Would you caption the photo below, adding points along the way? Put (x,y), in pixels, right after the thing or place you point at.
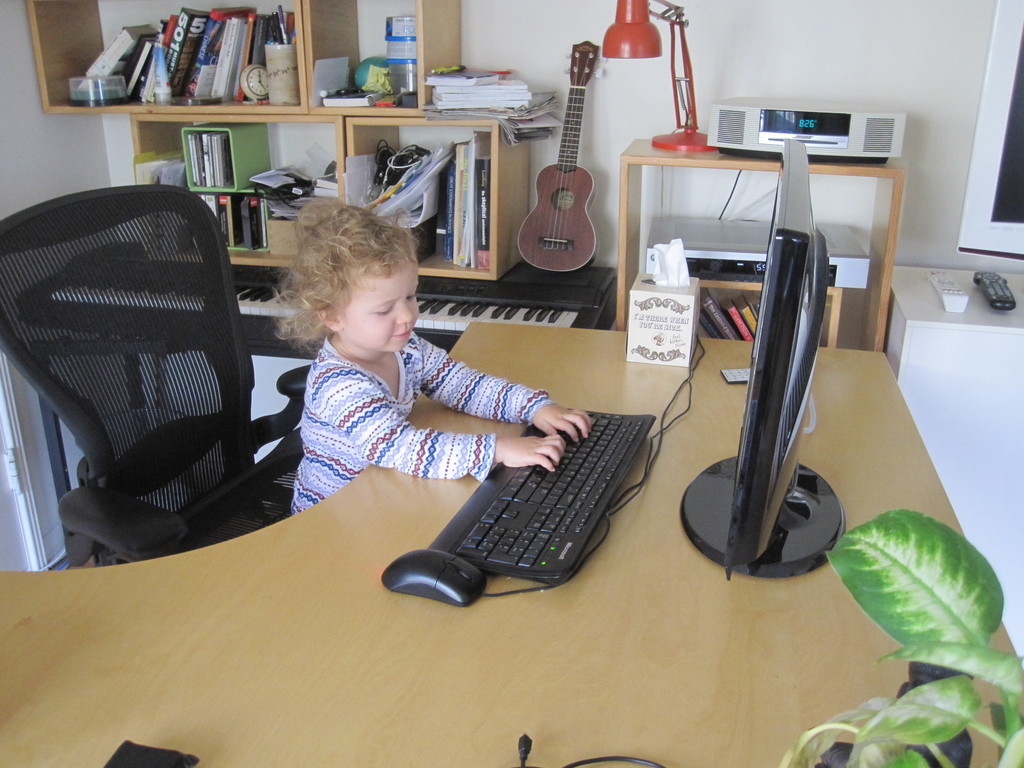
This image is clicked inside a room (575,452) where there is a table (516,597) in the middle (508,479), on the table (878,426) there is a computer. In the bottom right corner (937,572) there is a plant (1020,748). There is a chair (248,424) on which a child (331,442) is sitting. There is a tissue box (635,301). There is a guitar (526,259), keyboard (572,291) and bookshelves (510,145). books (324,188) are there in bookshelves (495,257). There are remotes (1005,305) on the right side (997,290).
